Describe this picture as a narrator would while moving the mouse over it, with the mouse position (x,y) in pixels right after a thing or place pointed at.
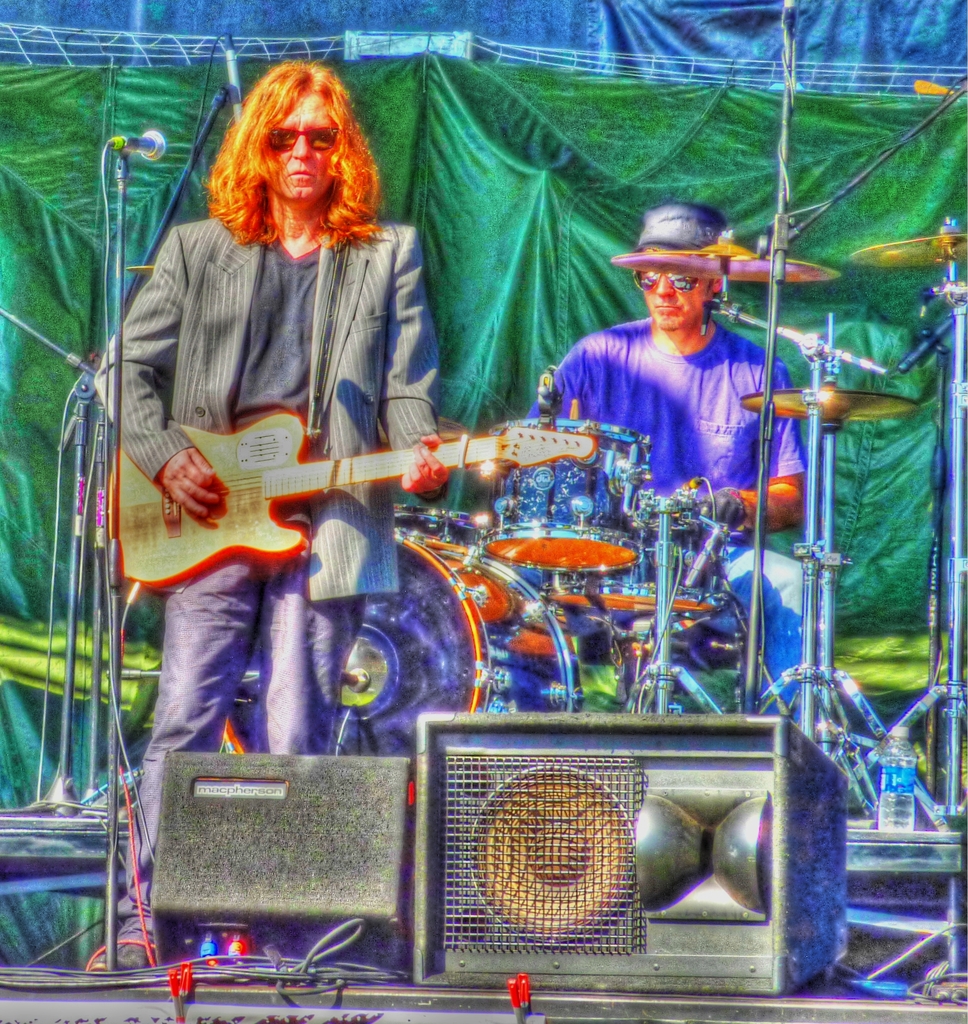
This person (263,278) is playing a guitar (157,579). Another person (672,428) is playing this musical instrument (644,620). Here we can see speakers (451,817) and mics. Background (905,710) there is a curtains (633,8). This is bottle (896,760).
